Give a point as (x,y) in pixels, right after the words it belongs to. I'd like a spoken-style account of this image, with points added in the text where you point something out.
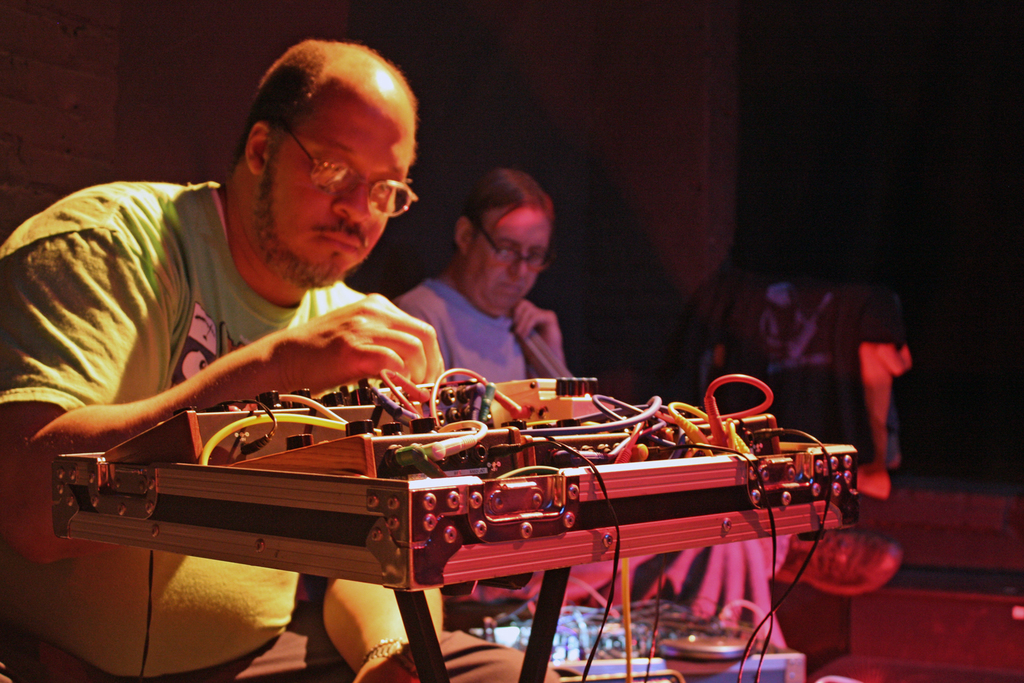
In this image I can see a person (190,301) wearing green colored t shirt (134,285) is holding some equipment (352,406) which is in front of him. In the background (462,326) I can see another person (508,327) is sitting and the dark background (24,71).
